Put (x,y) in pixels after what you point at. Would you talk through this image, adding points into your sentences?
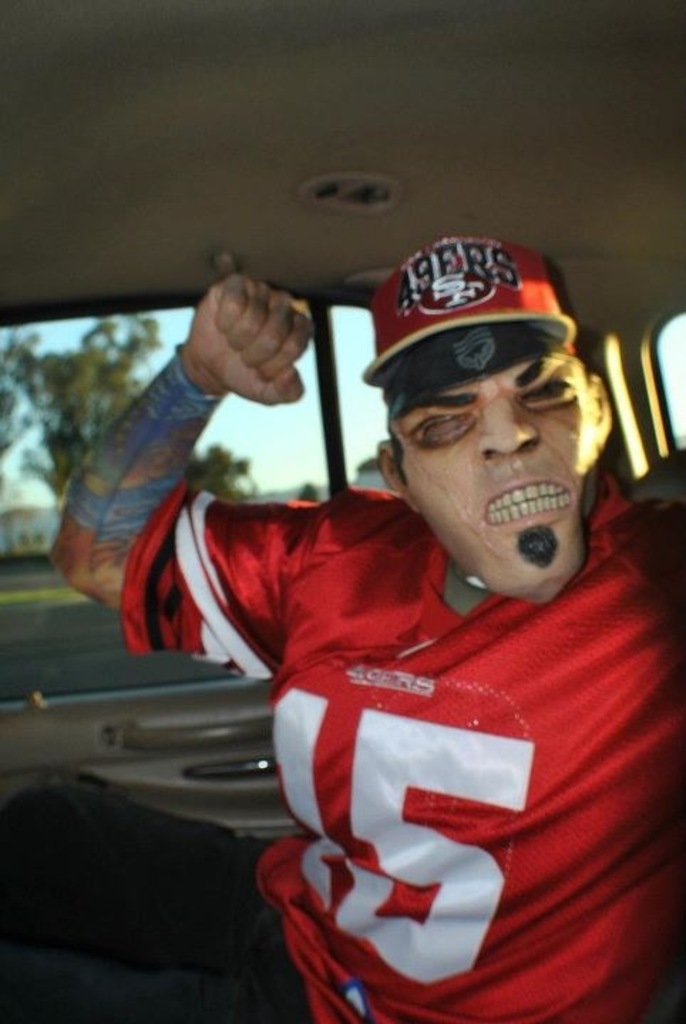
In this image, we can see a person (412,747) is sitting inside the vehicle (226,804) and wearing mask (498,566) and cap (401,322). Here we can see glass objects (295,465) and handles (228,770). Through the glasses (36,559), we can see the outside view. Here we can see trees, road (45,652) and sky (302,442).
